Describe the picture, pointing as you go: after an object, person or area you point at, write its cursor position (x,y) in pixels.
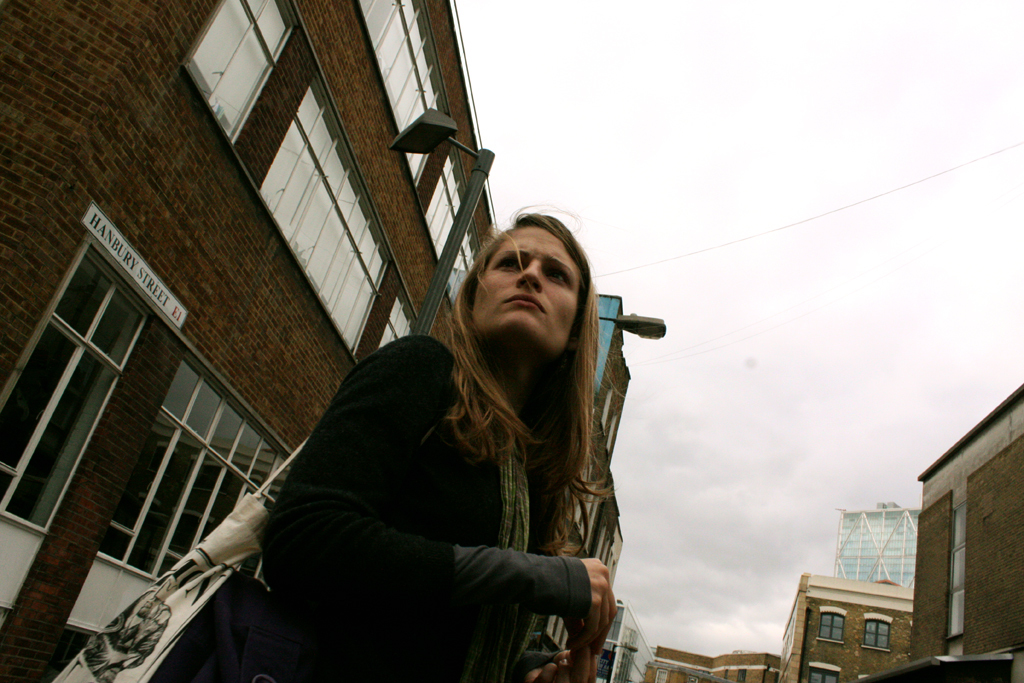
In the foreground of this image (448,467), there is a woman (410,600) standing and wearing a bag (164,625). In the background (288,233), there are buildings (622,380), light poles (474,165), cloud (651,239) and the sky (584,78).
